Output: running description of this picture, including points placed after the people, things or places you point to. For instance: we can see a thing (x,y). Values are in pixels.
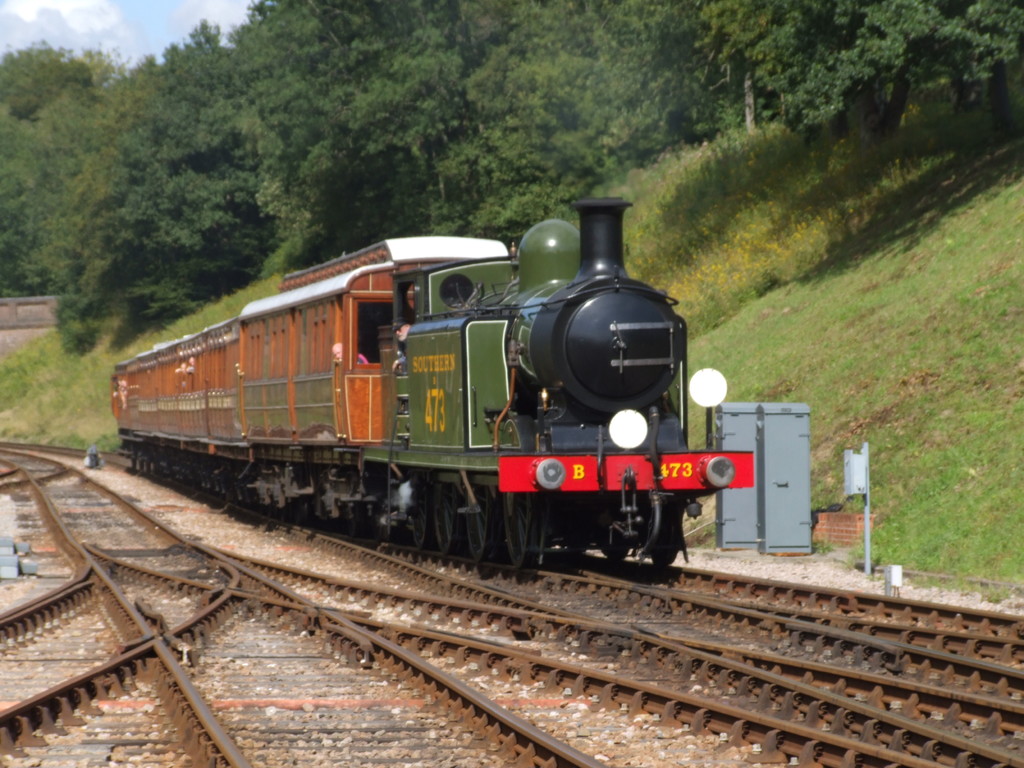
In the center of the image (531,339) we can see a train (359,477), railway tracks (437,617). In the background of the image (171,253) we can see the trees (140,319), grass (743,286), flowers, boards (764,496), wall (28,299). At the top of the image (133,39) we can see the clouds (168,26) are present in the sky (165,22).
